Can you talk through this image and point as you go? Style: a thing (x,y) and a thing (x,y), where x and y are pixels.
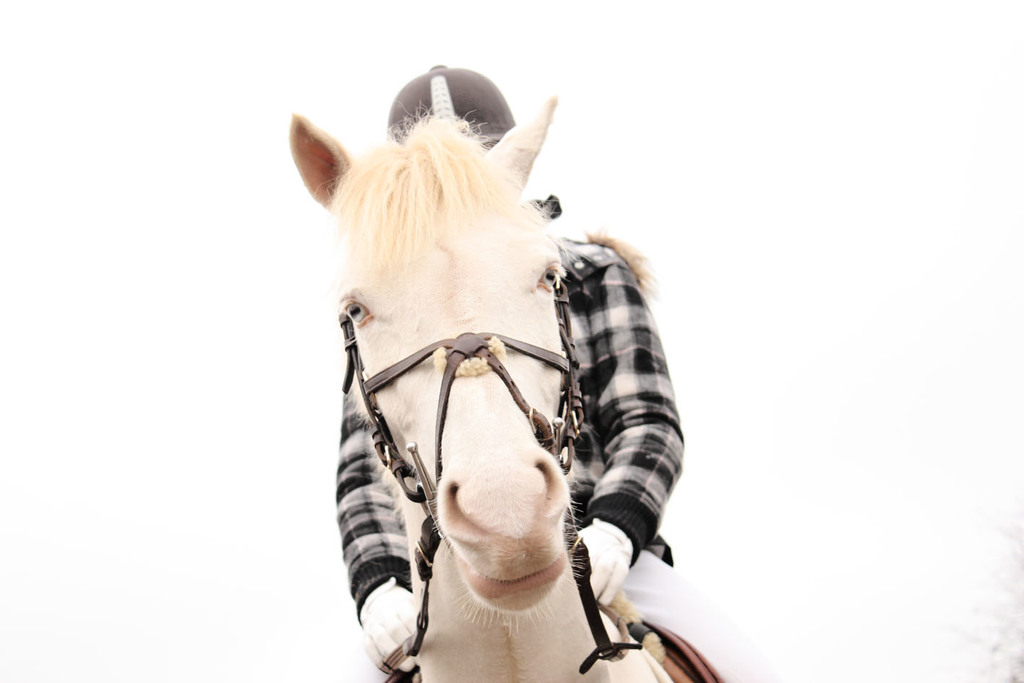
In this image there is a person (620,385) riding a horse (491,328).
